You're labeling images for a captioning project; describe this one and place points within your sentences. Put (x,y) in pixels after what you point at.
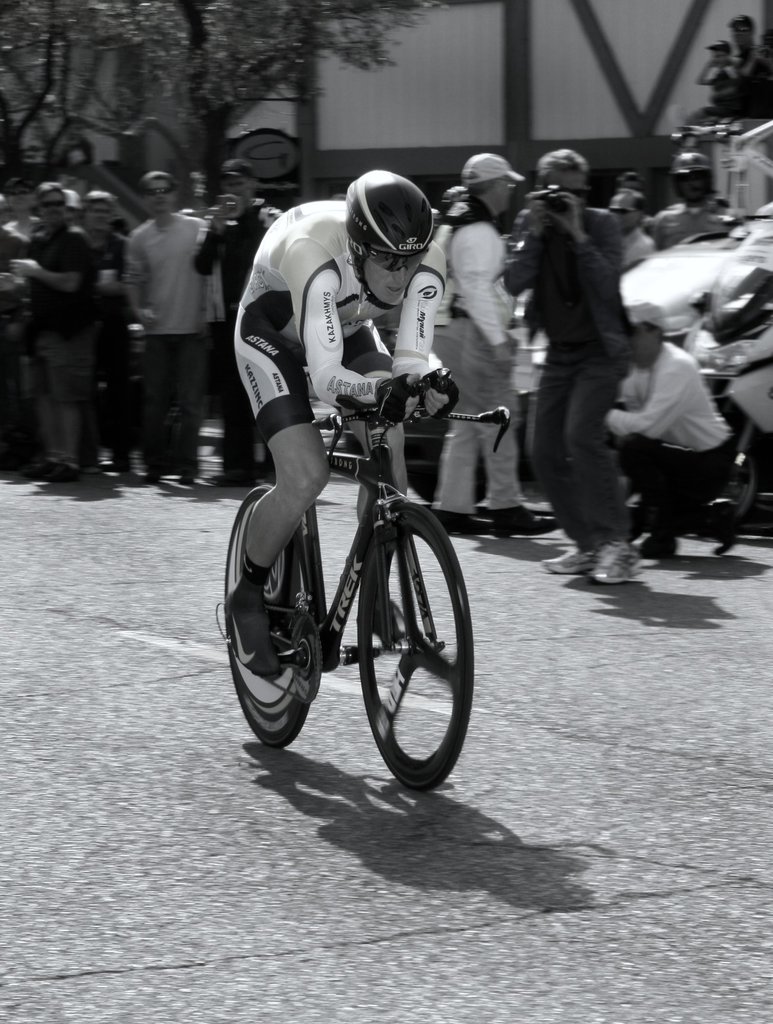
A black and white picture. This person (294,326) is riding a bicycle (355,551) and wore helmet (399,240). Far these persons (211,236) are standing and taking a snap of this person (335,295). We can able to see trees (222,43) and building (455,84).
